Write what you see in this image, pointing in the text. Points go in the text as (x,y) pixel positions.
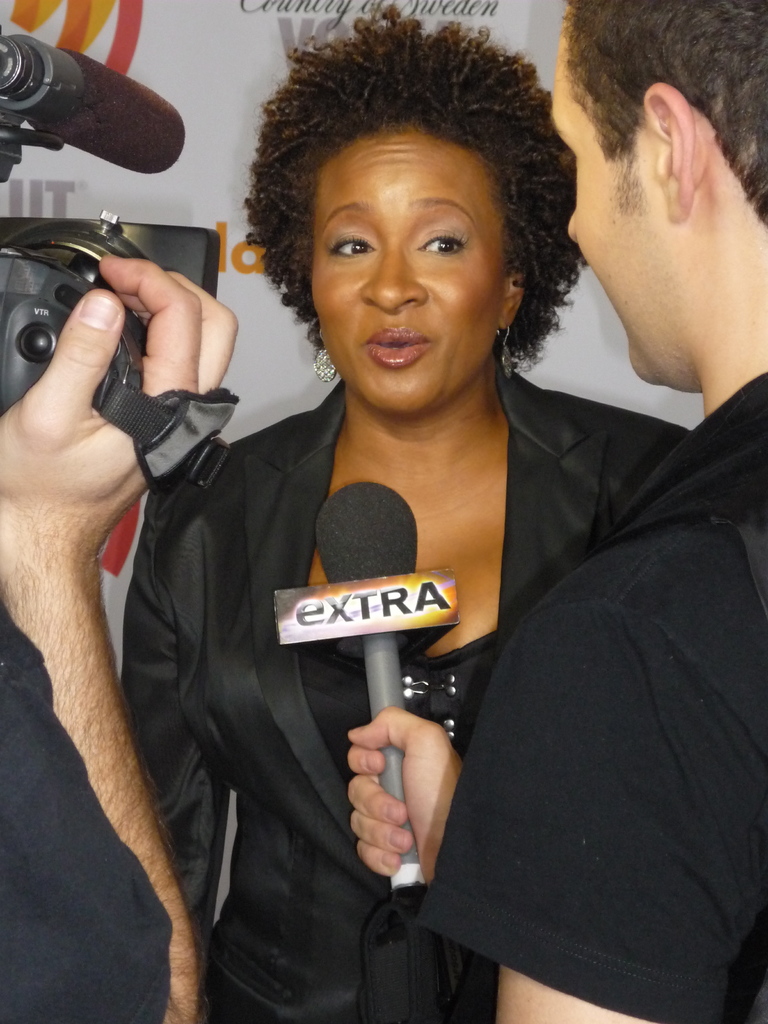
In the picture I can see people (293,504) are standing among them the man (709,693) on the right side (683,737) is holding a microphone (393,756) in the hand (378,788) and the person (4,495) on the left side (42,606) is holding a video camera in hands (23,413). The woman (469,458) in the middle of the image (418,672) is standing and wearing black color clothes (304,761).
